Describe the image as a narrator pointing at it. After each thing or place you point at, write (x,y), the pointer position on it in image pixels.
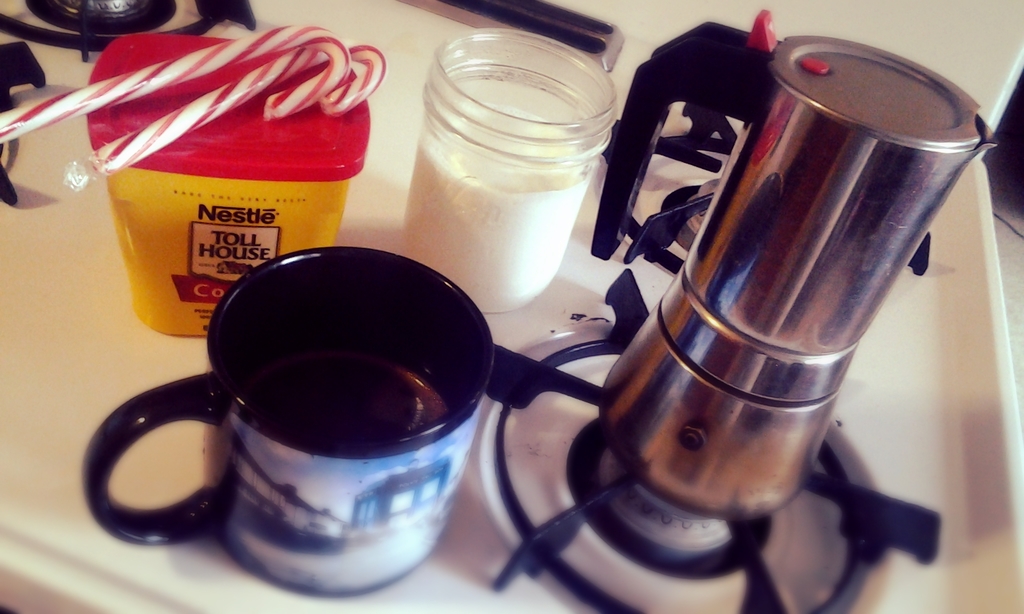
In this image we can see few objects (506,234). There are few stoves (729,582) in the image.
